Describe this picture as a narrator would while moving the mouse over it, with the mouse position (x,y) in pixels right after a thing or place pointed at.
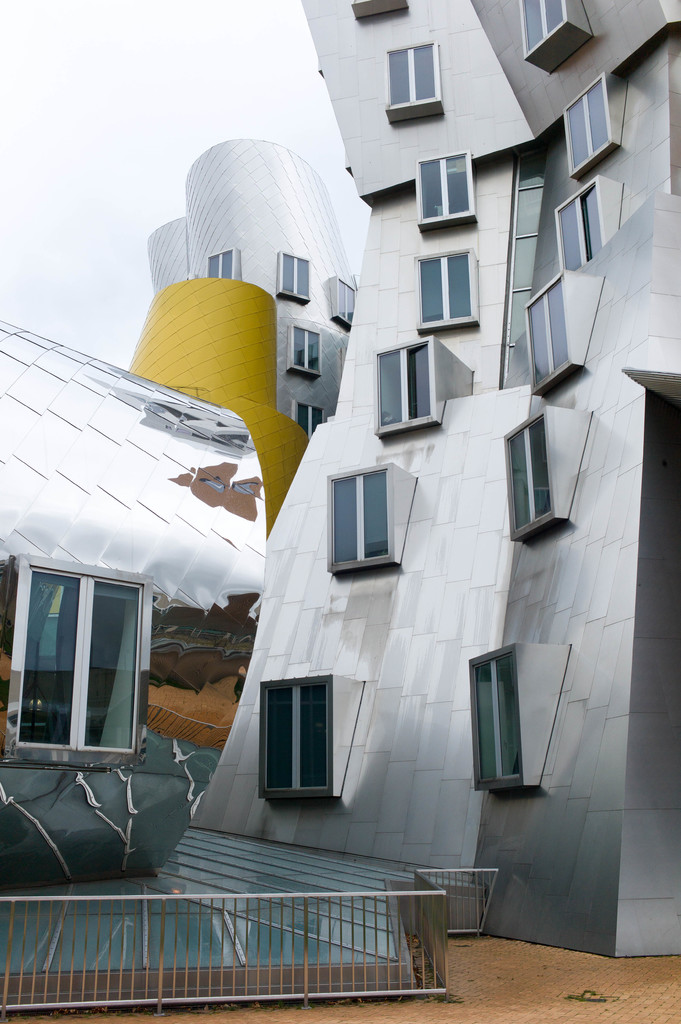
In this picture I can see buildings (271,415) and a cloudy sky (146,160).
